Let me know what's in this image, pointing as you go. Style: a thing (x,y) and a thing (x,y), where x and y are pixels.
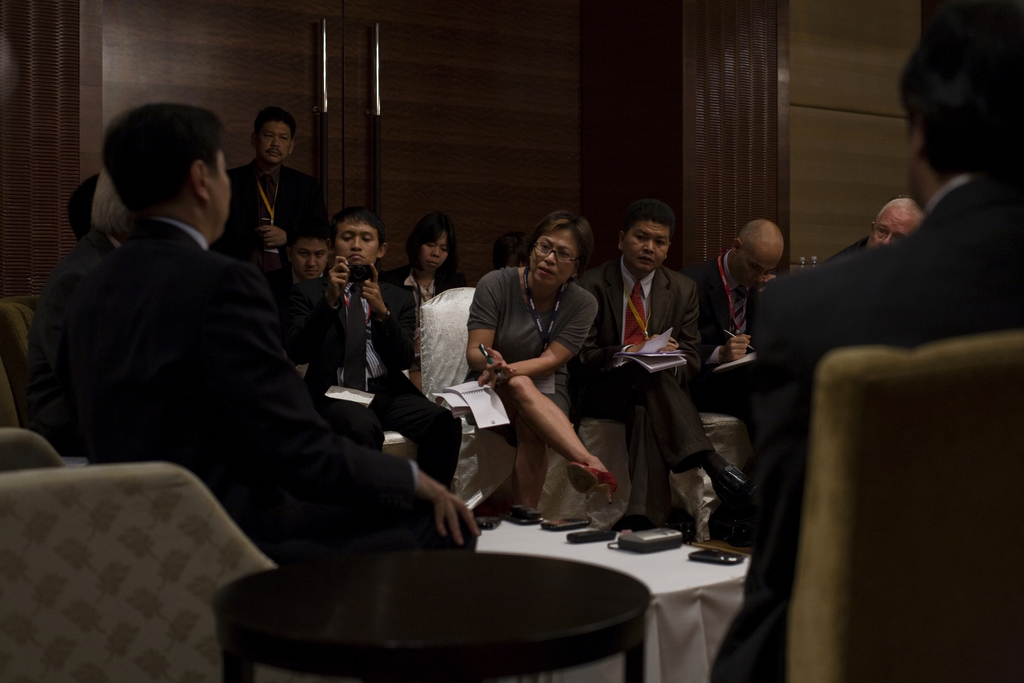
In this image I can see 2 tables (399,604). There are few objects (670,541) on a white table (507,535). People (560,286) are sitting, holding pen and papers (498,396). A person (340,276) is holding a camera (353,271) and a person (245,254) is standing at the back (313,218). There is a door (373,130) at the back (373,130).
